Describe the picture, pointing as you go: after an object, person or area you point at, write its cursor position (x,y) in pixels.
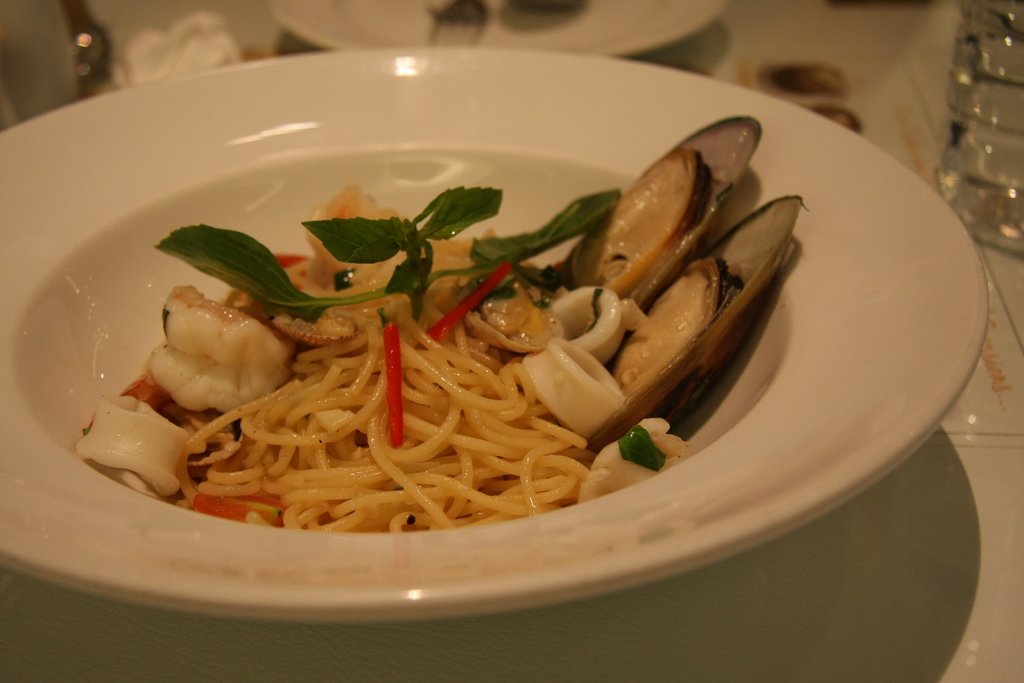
In this image we can see some food (347,413) on the plate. There are few objects (952,82) on the table (854,24). There are two spoons (530,13) in the image. There is a bottle (990,97) in the image.
